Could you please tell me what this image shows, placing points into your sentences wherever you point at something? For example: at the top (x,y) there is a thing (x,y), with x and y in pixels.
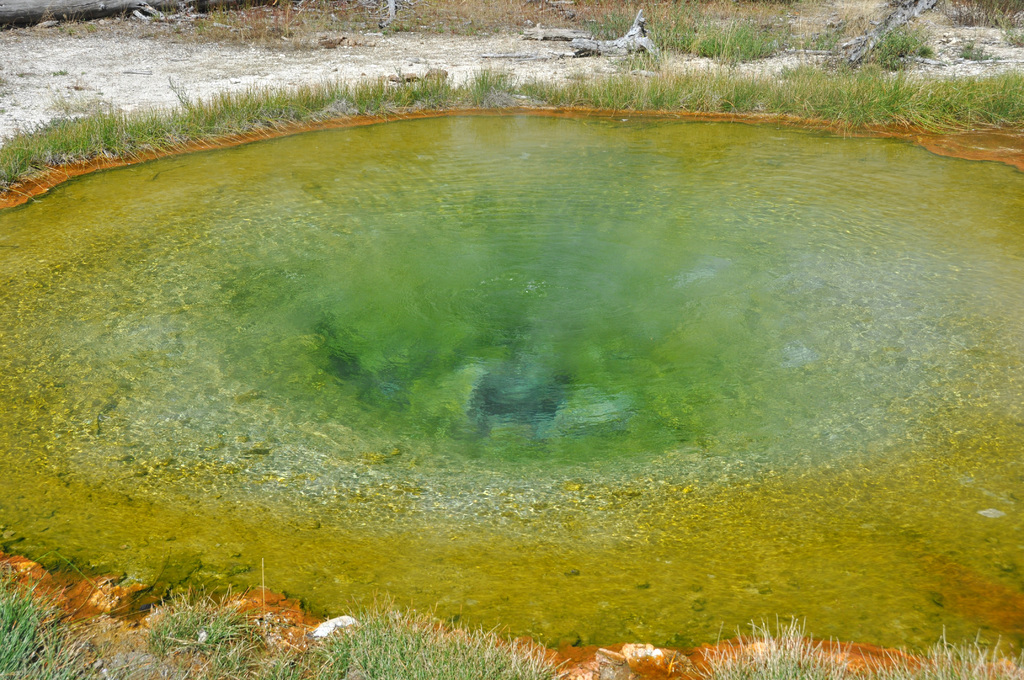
In this image we can see some water (344,329), grass (245,99) and wood (642,37) on the ground (670,43).
